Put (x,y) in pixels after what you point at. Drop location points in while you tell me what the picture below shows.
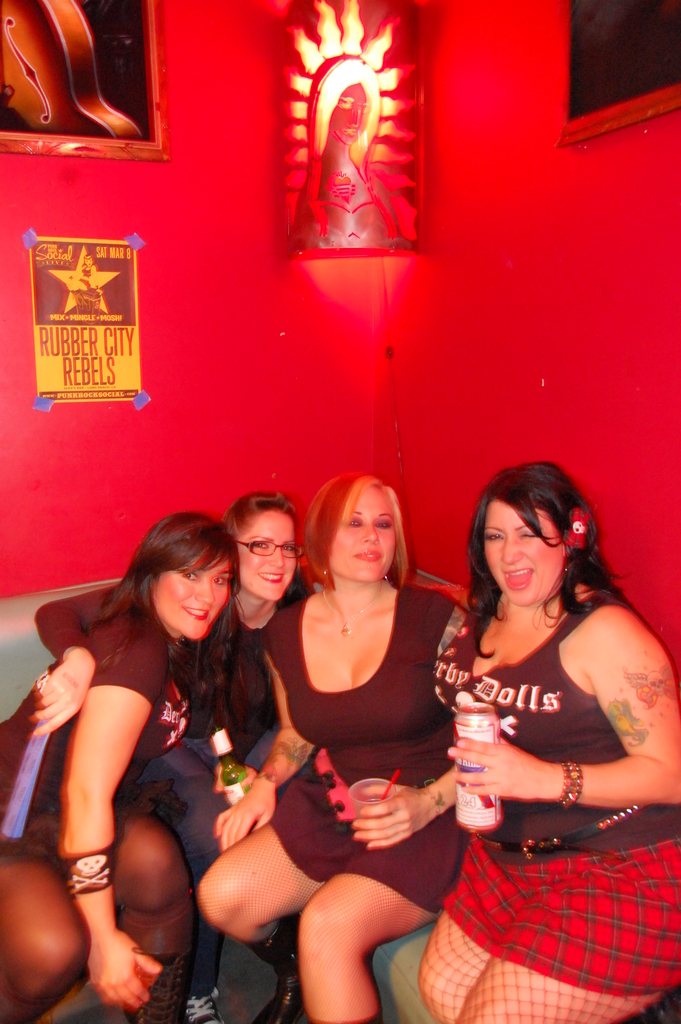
In this image we can see people (286,756) sitting. The lady (507,806) sitting on the right (489,802) is holding a tin (489,820). In the background (423,383) there is a wall (542,338) and we can see frames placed on the wall (347,447).
